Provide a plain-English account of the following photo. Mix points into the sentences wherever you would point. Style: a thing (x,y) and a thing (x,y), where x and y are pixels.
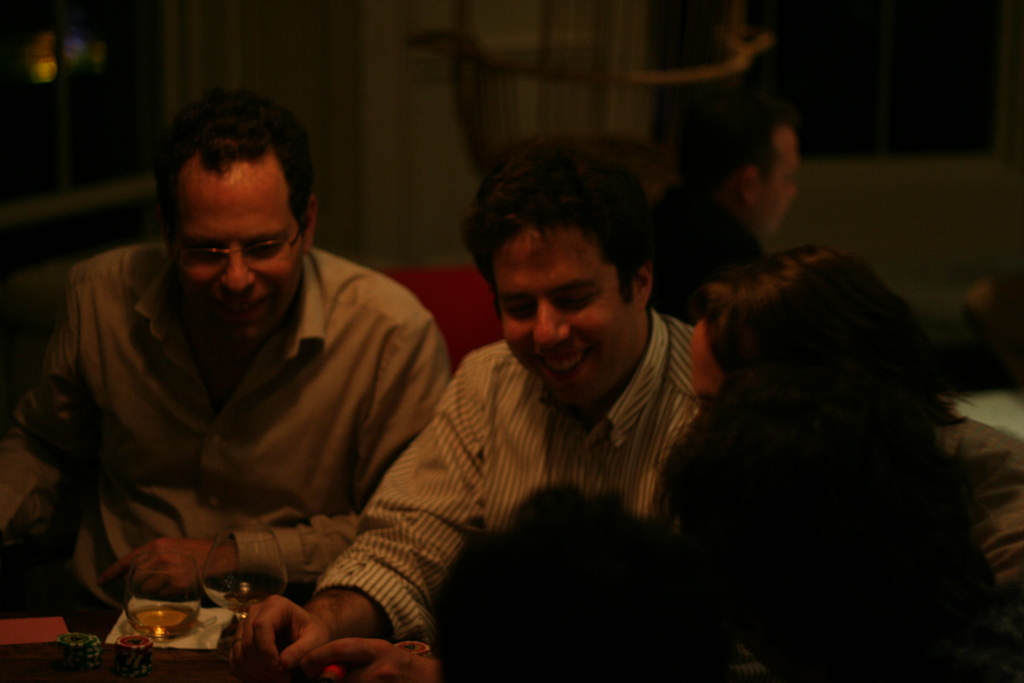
At the bottom (817,563), we see the heads (804,425) of three people (799,425) and we see a table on which the glasses (173,622), tissue papers (164,641) and some other objects (51,640) are placed. Beside the table (101,664), we see two men (251,366) are sitting on the chairs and they are smiling. Behind them, we see a man (778,186) is sitting on the chair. In the background (405,147), we see a wall (389,174), door (425,144) and the windows (55,74). This picture is blurred in the background (358,129). This picture might be clicked in the dark.
